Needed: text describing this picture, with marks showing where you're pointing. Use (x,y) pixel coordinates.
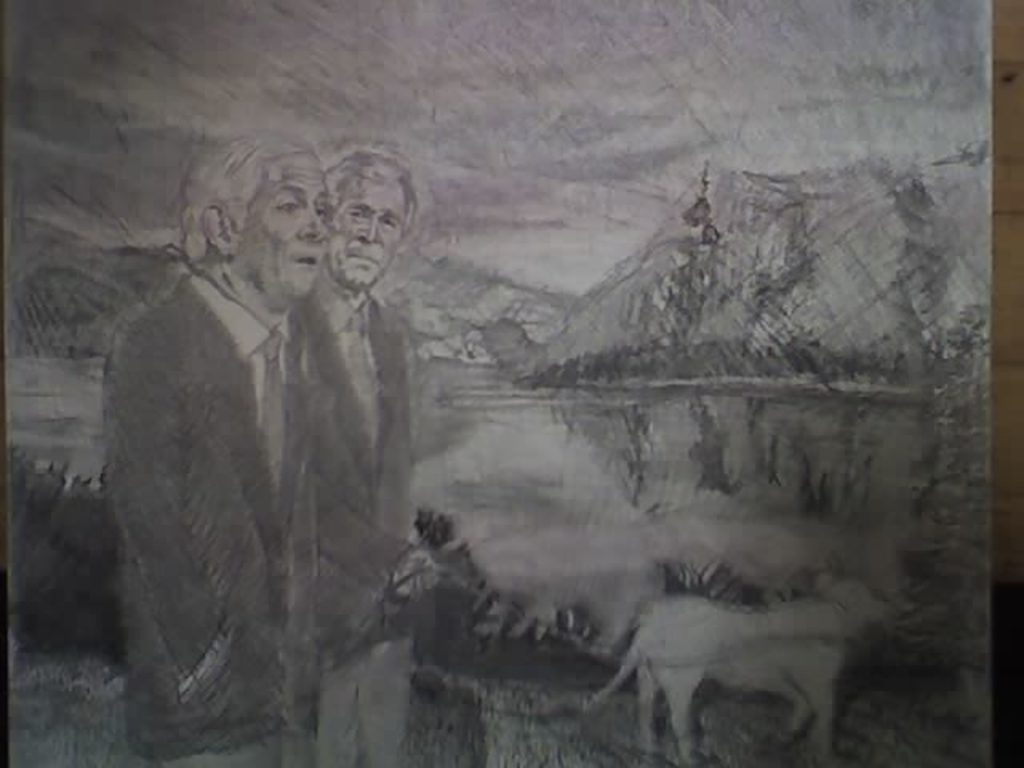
In this image we can see a drawing of people (322,344), mountain (738,260). At the bottom of the image (779,651) there is a animal (783,670).
